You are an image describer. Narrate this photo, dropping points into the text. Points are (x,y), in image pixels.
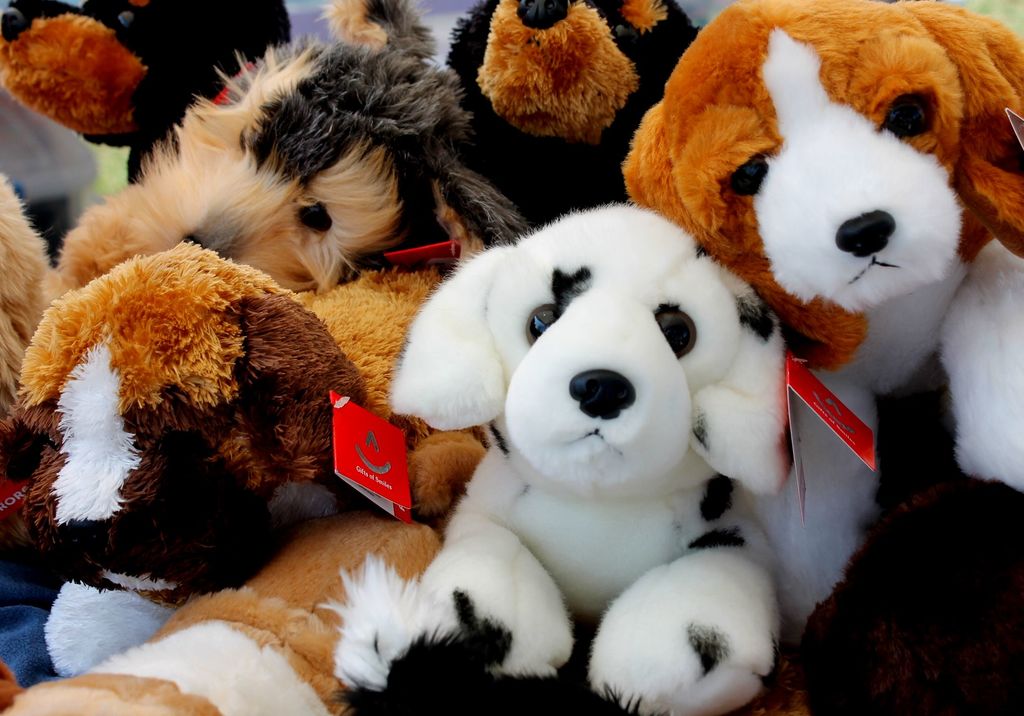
In this picture I can see toys of dogs (314,200) with tags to it.
